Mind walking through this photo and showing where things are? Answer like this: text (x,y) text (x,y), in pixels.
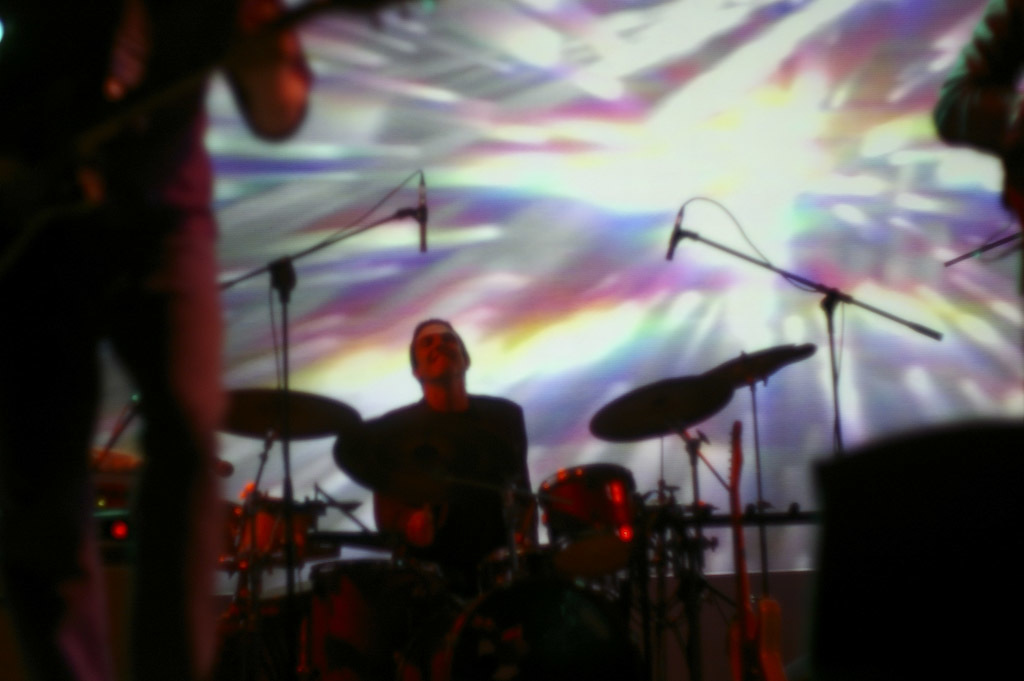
In this image we can see a person (476,501) playing drums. We can also see mics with stands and a guitar (777,640) placed on right side (751,605). On the left side (174,580) we can see a person (192,481) playing a guitar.
